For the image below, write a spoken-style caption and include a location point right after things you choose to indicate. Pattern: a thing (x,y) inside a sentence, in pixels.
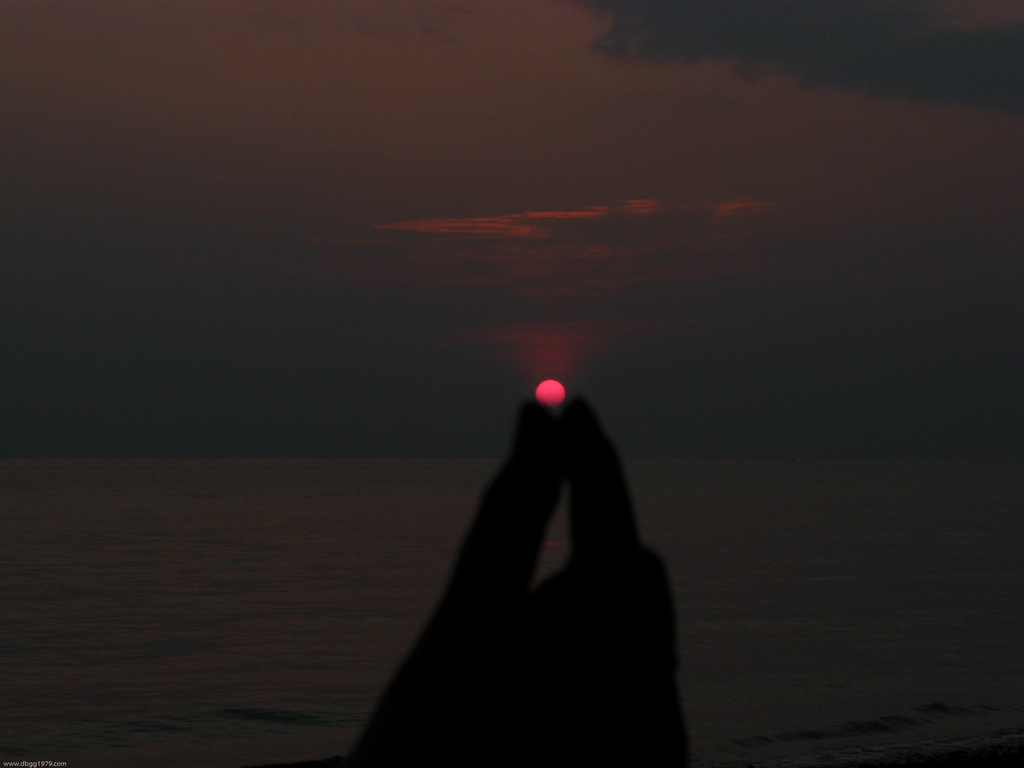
In this image we can see the hand (610,619) of a person (614,570). On the backside (247,539) we can see a large water body (565,525), the sun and the sky (532,244) which looks cloudy.
